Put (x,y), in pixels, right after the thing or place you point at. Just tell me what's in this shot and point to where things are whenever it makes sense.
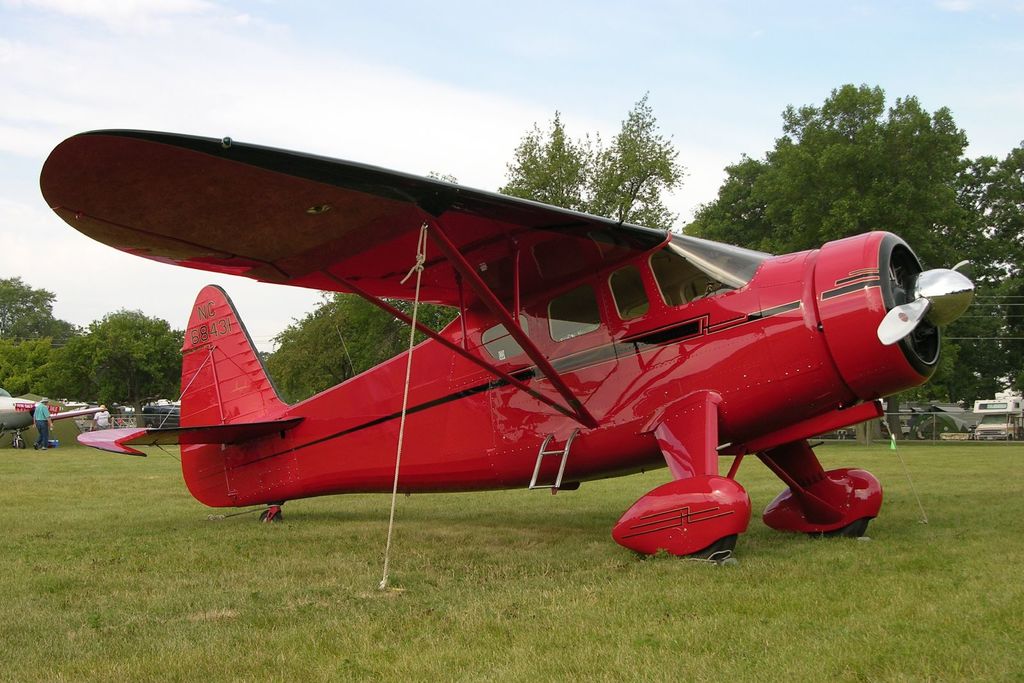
This is an outside view. In the middle of the image (564,407) there is a red color airplane (479,398) on the ground (269,555). On the left side (10,411) there is another airplane (15,413) and two persons (37,441) are standing. At the bottom (223,631), I can see the grass (484,635) on the ground (545,629). In the background (835,185) there are few vehicles (1009,428) and trees (857,208). On the right side (958,425) there is a net fencing (917,422). At the top of the image (403,59) I can see the sky (554,59).
